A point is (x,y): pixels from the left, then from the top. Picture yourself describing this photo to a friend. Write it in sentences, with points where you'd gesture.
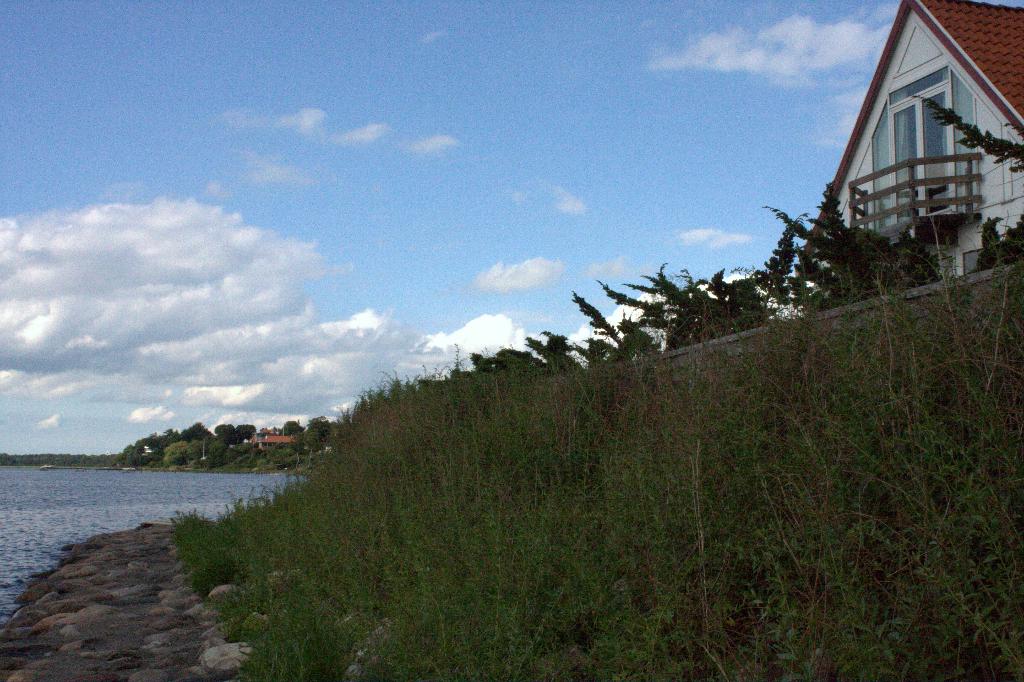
In this picture I can see trees (181,457), buildings (281,441), few plants (620,490) and I can see water (40,484) and a blue cloudy sky (356,108).
